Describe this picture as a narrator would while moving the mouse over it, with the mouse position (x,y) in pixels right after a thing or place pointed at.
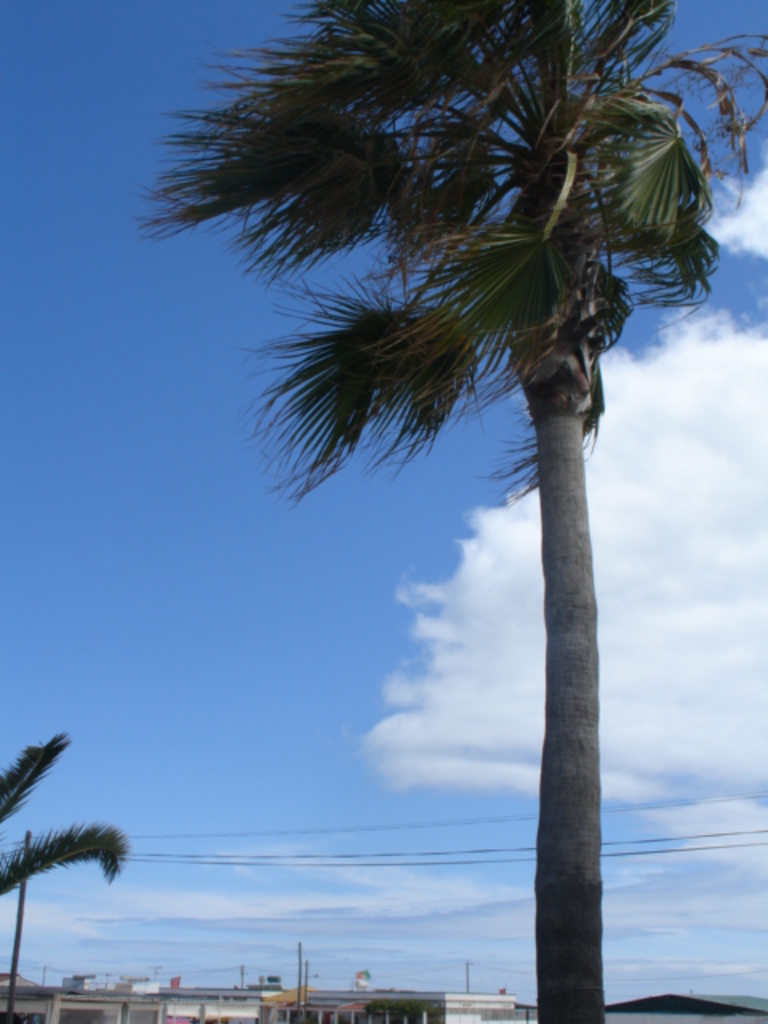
In the foreground (546,559) we can see trees (81,844). In the background (97,1000), we can see some buildings (248,997), poles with cables (451,851) and the cloudy sky (694,663).
